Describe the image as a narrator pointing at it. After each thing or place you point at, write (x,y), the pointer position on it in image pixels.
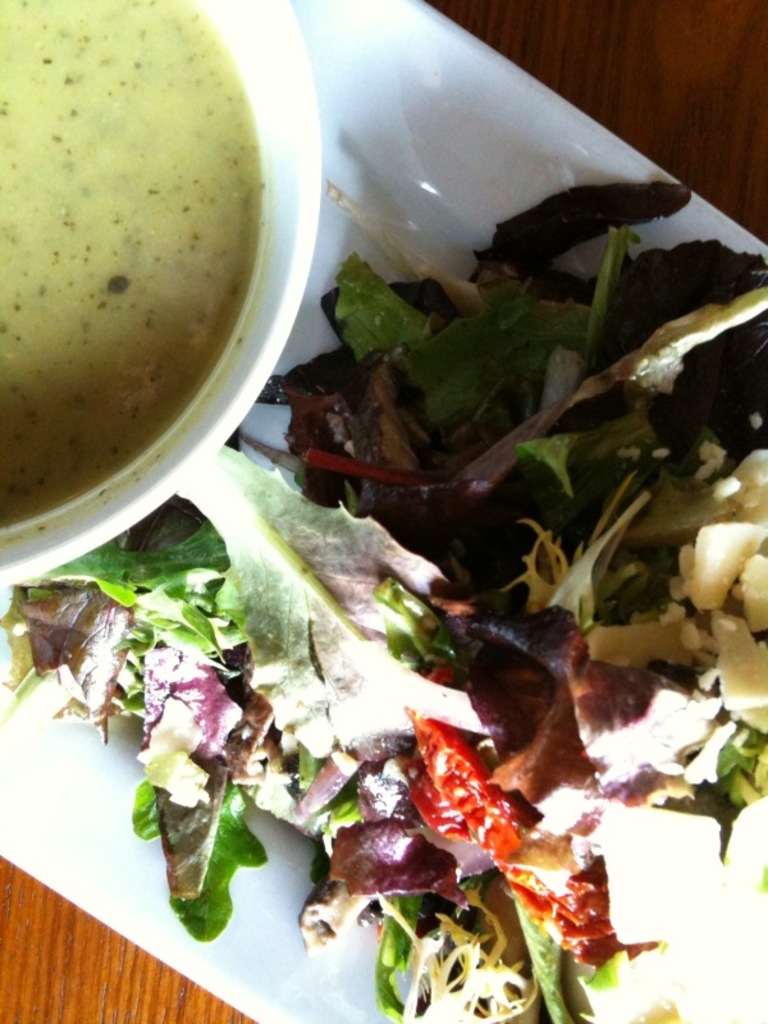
There is a white tray (537,112) on a wooden surface (659,39). On that there is a bowl (128,513) with food item (106,275) and a salad (412,360) with leaves (412,612) and some other things (498,834).
